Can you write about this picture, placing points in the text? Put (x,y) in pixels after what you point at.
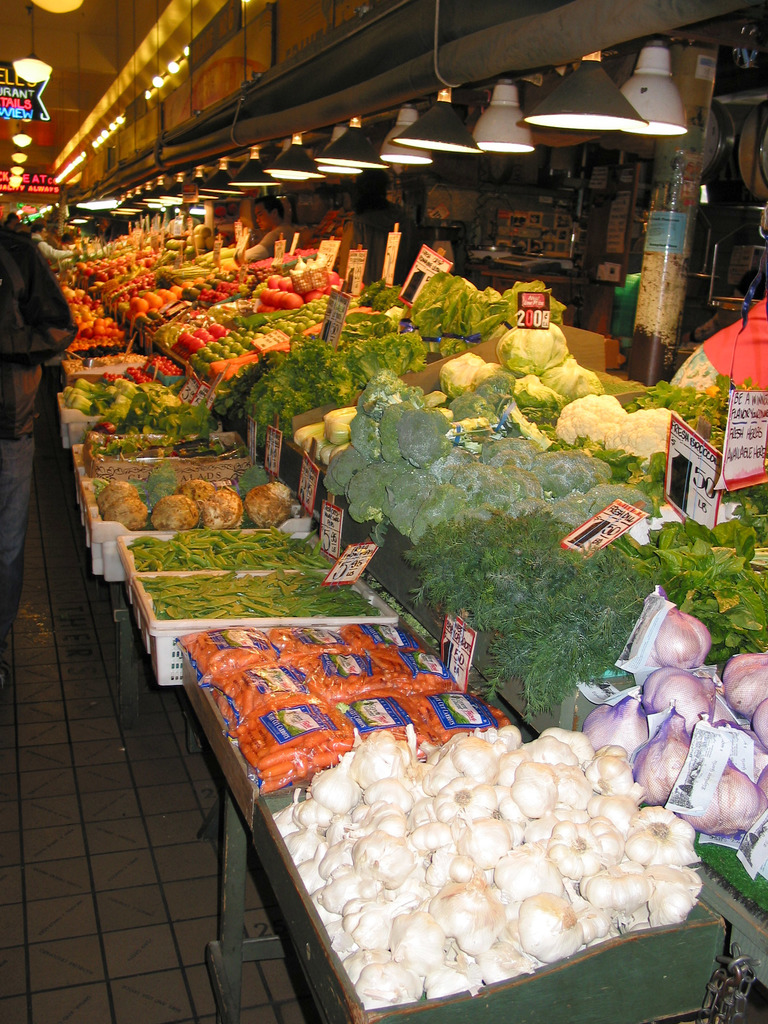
There are many baskets (543,719). On the baskets (470,690) there are garlic (527,775), leafy vegetables (575,619), cabbages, broccoli (442,471) and many other vegetables (189,316) and fruits (125,295). In the back (78,251) there are many people (71,237). At the top (23,146) there are lights (560,126). Also there are price tags (274,472) on the baskets (238,476).
